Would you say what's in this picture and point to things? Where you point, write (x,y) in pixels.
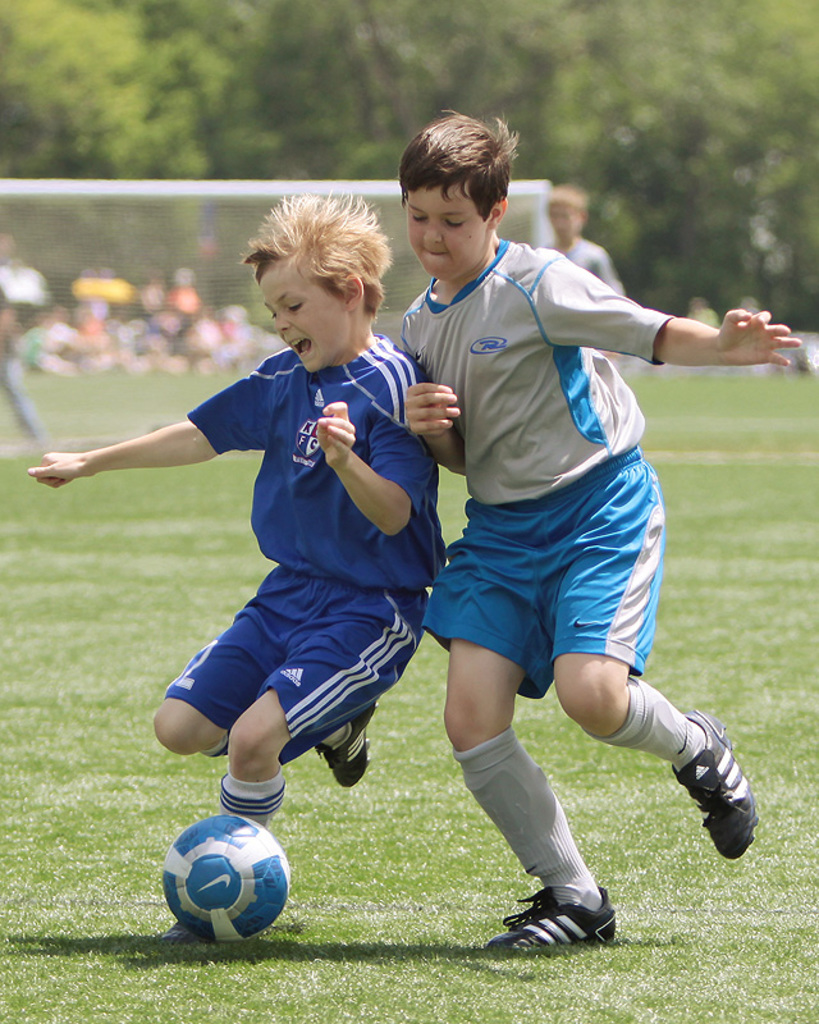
The image is taken in the ground (401,746). In the center of the image (286,669) there are two boys (291,615) playing football. At the bottom (265,898) there is a ball (231,881). In the background (234,343) there are people (119,323), net (130,294) and trees (266,173).
